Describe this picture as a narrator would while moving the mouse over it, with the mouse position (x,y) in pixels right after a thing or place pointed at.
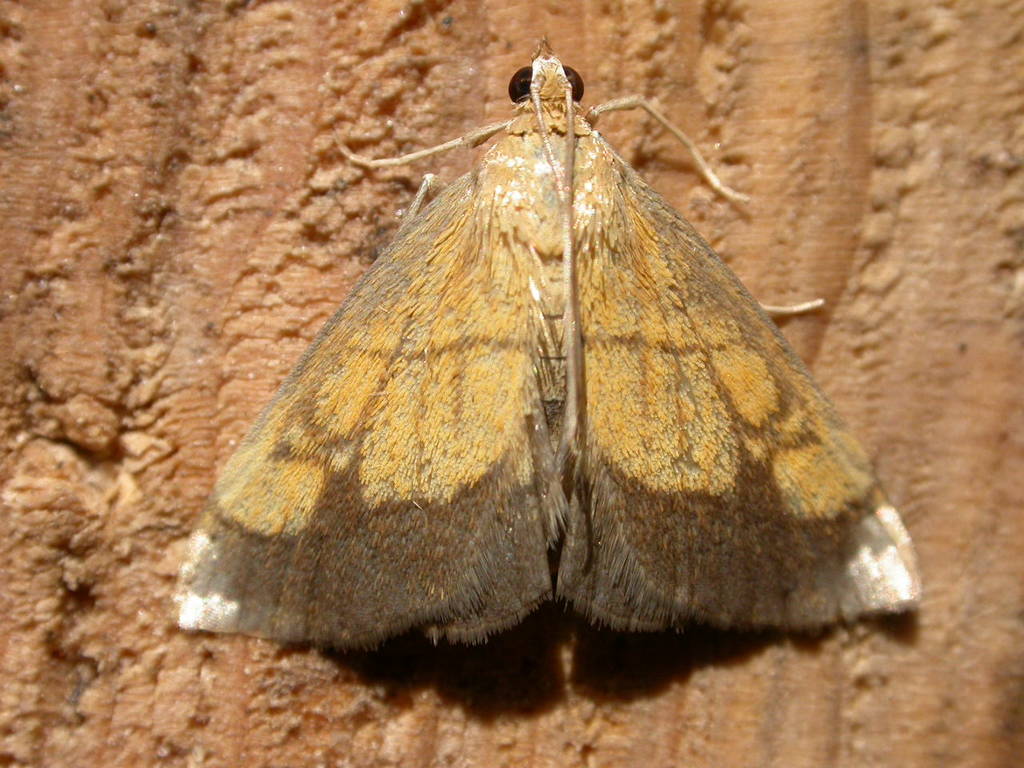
In this image I can see an insect (382,338) on the cream colour surface (975,609).
